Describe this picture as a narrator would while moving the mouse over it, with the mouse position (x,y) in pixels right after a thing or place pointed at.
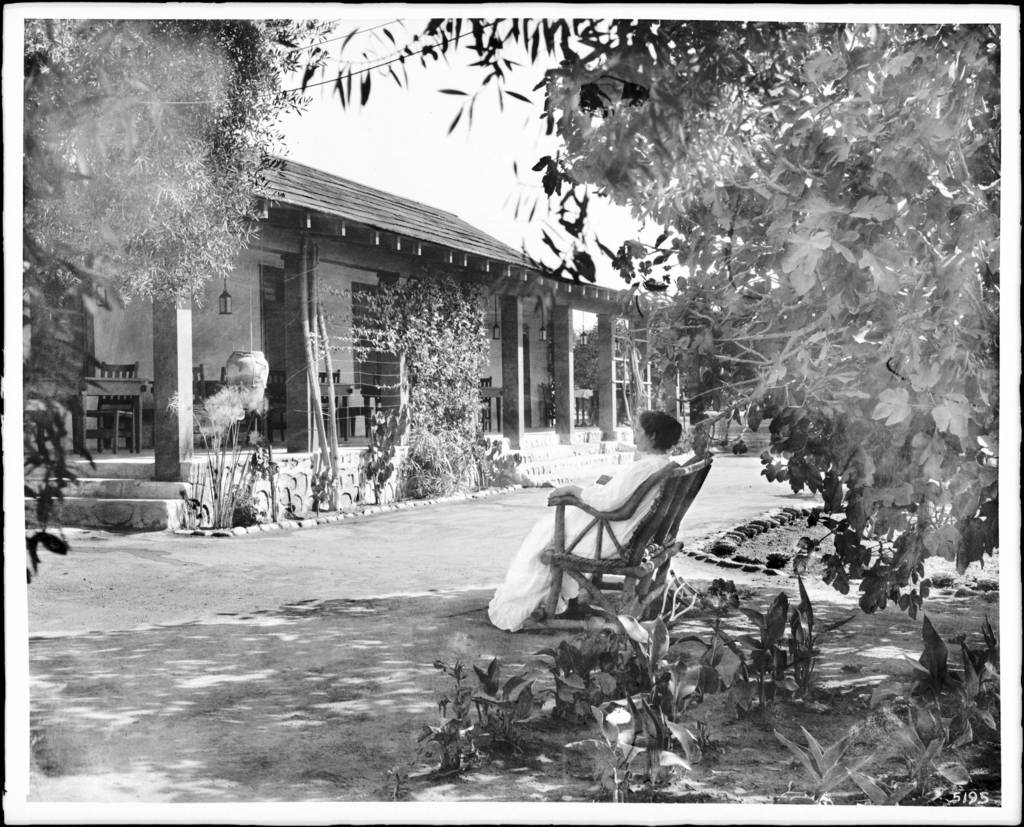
This is a black and white image. A person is sitting on a chair (645,588). There are trees (912,276). There is a house (353,277) at the left (199,433) which has stairs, lantern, tables (108,384) and chairs (101,367).
